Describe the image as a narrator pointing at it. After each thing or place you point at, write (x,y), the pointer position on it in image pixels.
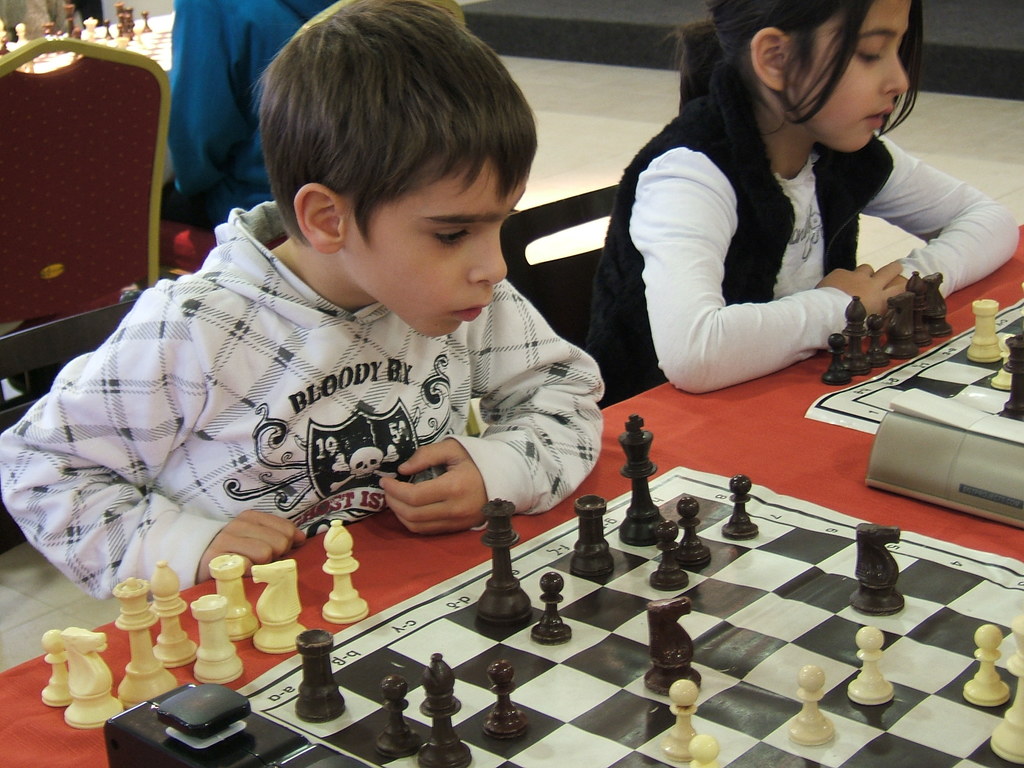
This picture is of inside the room (739,442). In the center (585,478) there is a red color table (770,440) on the top of which two chess boards (764,613) are placed and there is a boy (401,255) and a girl (802,170) sitting on the chair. In the background (144,45) we can see the other table (159,43) on the top of which a chess board (141,32) is placed and there is a man (224,97) sitting on the chair (213,229) and a red color chair (44,231).
